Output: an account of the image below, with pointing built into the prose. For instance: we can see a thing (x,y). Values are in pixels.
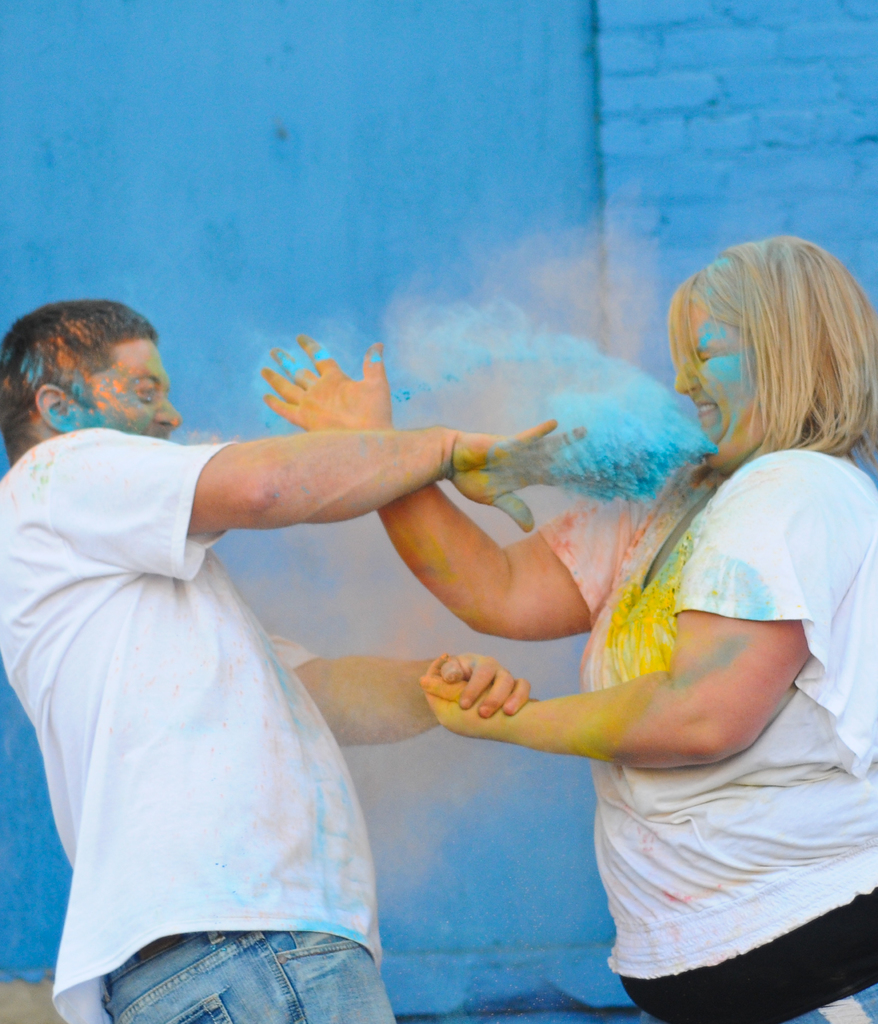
In this picture we can see two people (313,961) are standing and playing holi. In the background of the image (215,35) we can see the wall (99,216).
